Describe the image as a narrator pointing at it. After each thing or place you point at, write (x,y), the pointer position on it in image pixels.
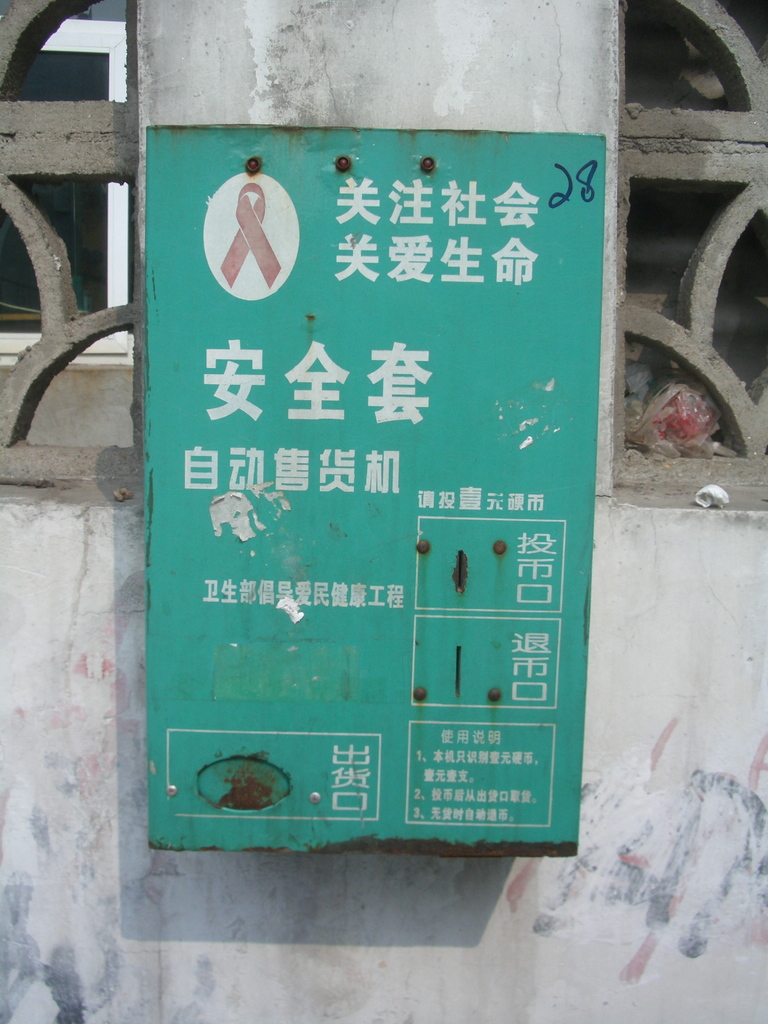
In the middle of the image (390,432) we can see a sign board (418,404) on the wall (447,96).
